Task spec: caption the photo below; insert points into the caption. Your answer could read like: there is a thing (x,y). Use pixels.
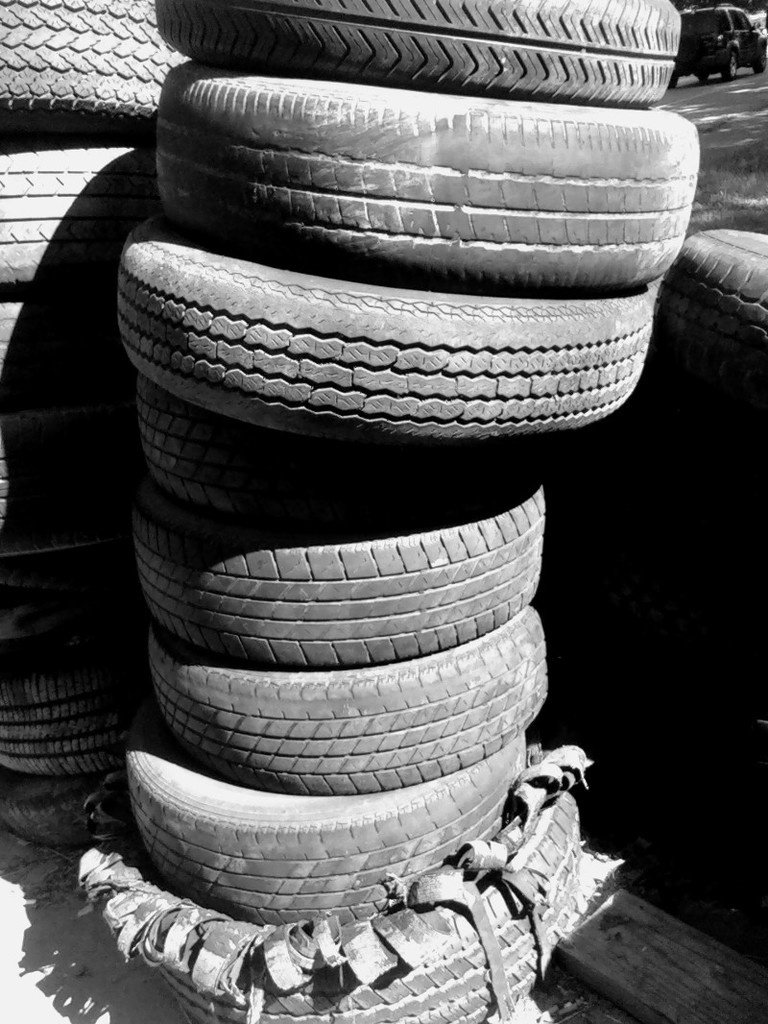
In this picture we can see tyres (182,472) and some objects (520,830) and in the background (695,55) we can see a vehicle (712,44) on the ground (719,126).
